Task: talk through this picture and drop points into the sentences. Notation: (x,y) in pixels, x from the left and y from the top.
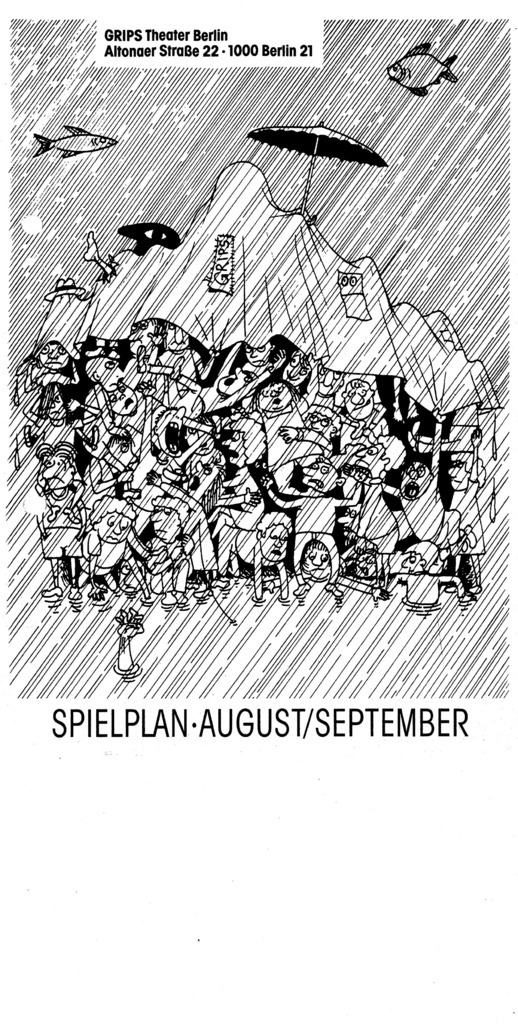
In the foreground of this poster, there is some text (220,730) and the sketch of people (298,447), a cloth (257,304), an umbrella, fishes (439,64) and the rain (447,204).
